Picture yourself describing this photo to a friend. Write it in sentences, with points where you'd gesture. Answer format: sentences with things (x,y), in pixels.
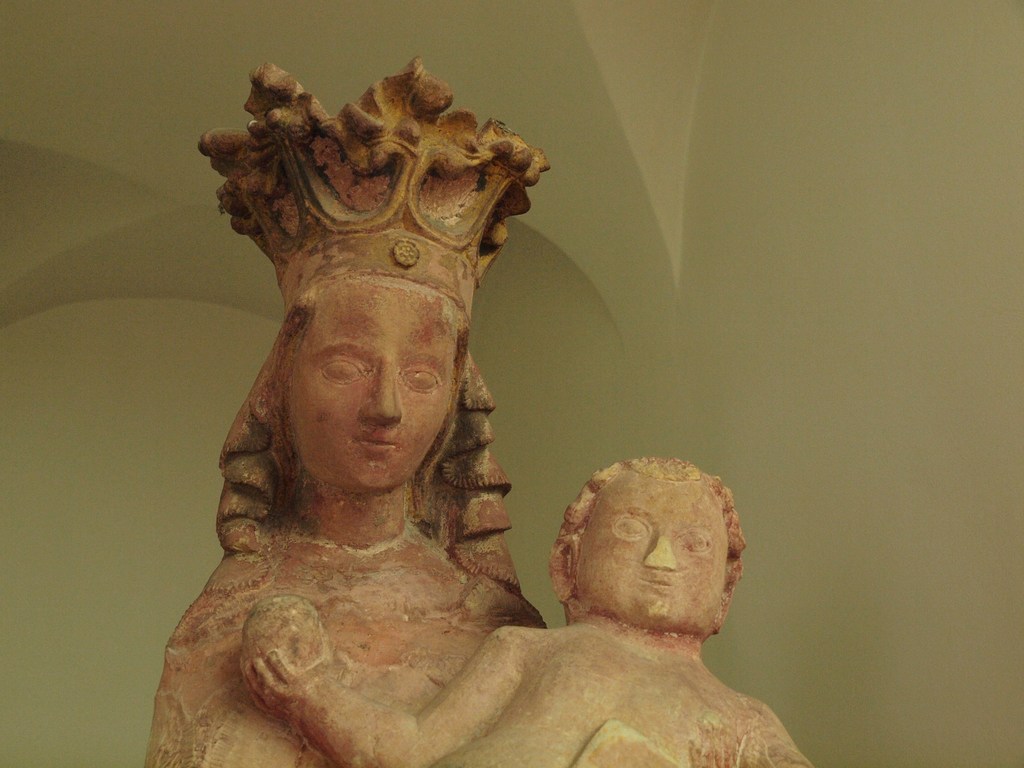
In this image in the front (371,410) there are statues (432,556). In the background (819,297) there is a wall (609,353).
